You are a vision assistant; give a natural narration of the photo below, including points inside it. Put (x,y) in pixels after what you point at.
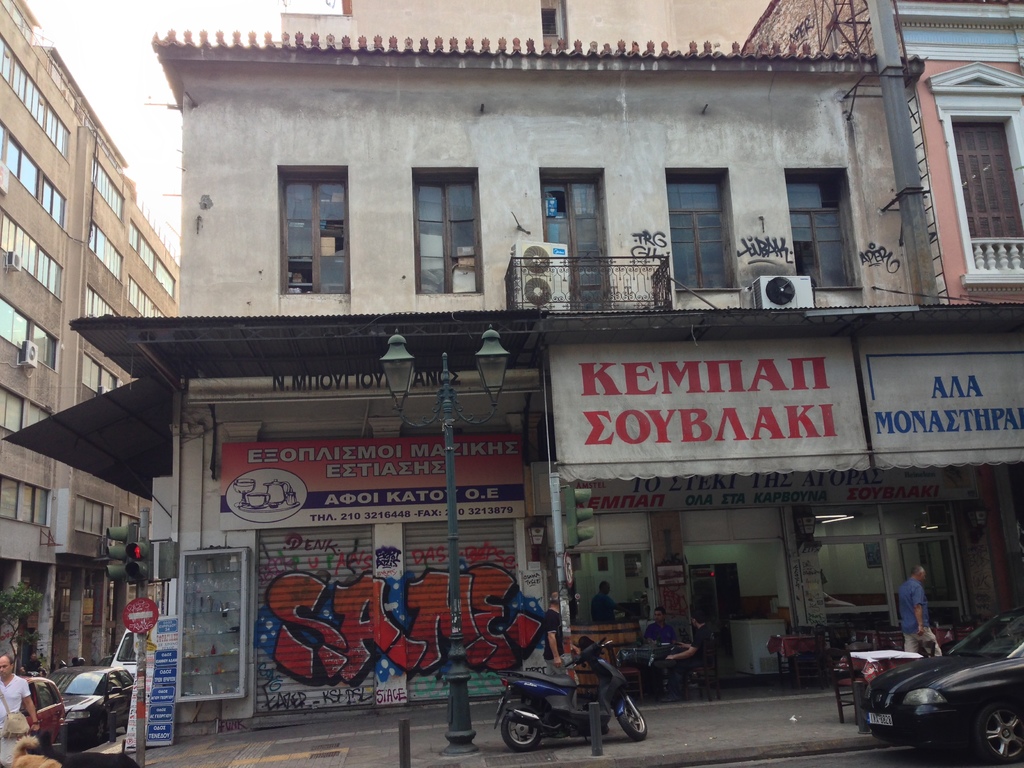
In this image we can see traffic signal pole (125,566), light poles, vehicles (50,707) parked here, people (921,621) walking on the sidewalk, shutters (324,590), boards (327,474), buildings (107,284), air conditioner fans (537,269) and sky (113,103) in the background (97,75).
